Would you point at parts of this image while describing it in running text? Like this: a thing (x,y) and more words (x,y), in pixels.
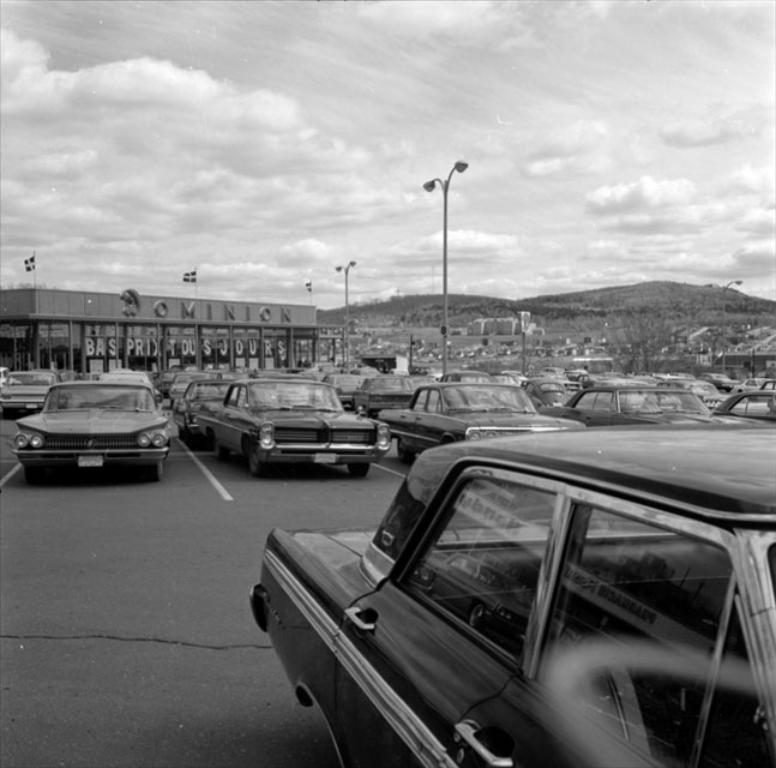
This is a black and white image, in this image there are a few cars (397,422) parked, behind the cars (301,399) there are lamp posts (345,340), trees (455,318) and a building (131,328) with flags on it, in the background of the image (389,326) there are mountains (548,321), at the top of the image (385,246) there are clouds (342,285) in the sky (635,206).
